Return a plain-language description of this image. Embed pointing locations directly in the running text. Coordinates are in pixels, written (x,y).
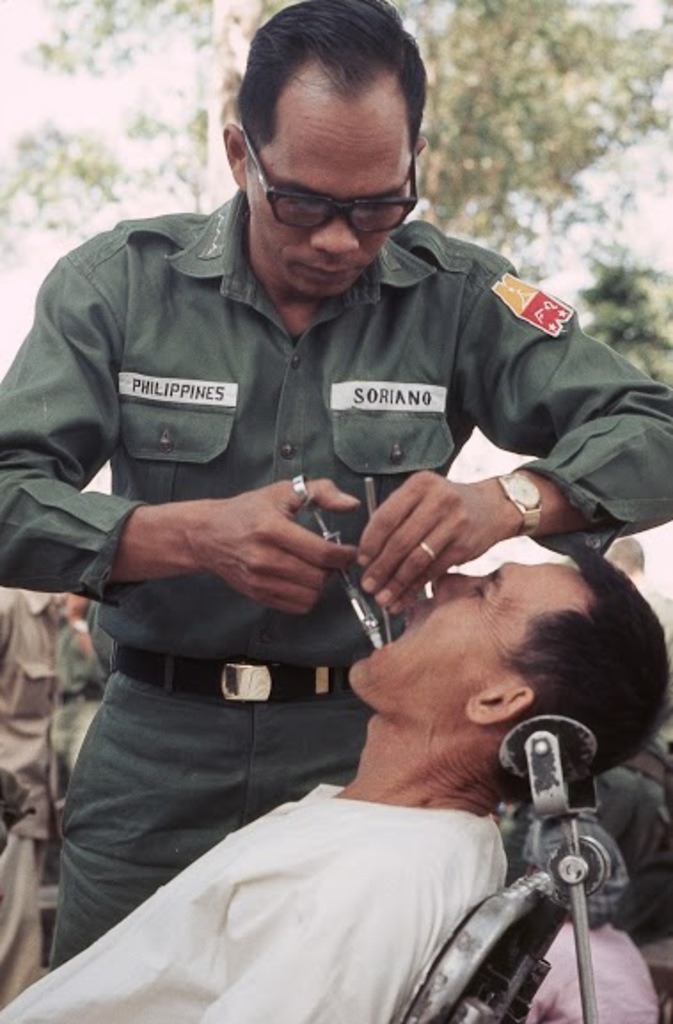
In this picture we can see a man (353,916) is sitting on a chair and a person (268,626) is standing and holding an object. Behind the people (261,649) there are trees (500,46) and sky (2,277).
